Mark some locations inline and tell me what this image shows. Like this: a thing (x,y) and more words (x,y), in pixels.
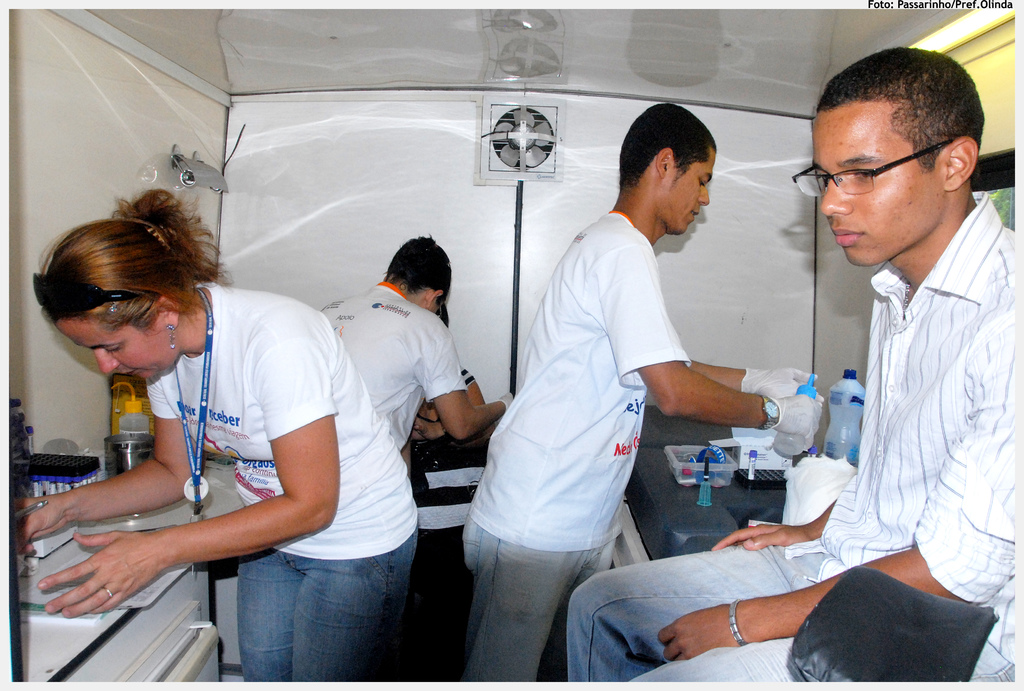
In the center of the image (528,401) we can see three people (518,590) are standing and two persons (433,476) are sitting. Among them, we can see three people (293,500) are holding some objects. At the bottom right side of the image (908,654), we can see one black color objects (899,656). In the background (455,206) there is a wall (488,217), tables (177,524), papers (40,566), bottles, boxes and a few other objects (72,479).
